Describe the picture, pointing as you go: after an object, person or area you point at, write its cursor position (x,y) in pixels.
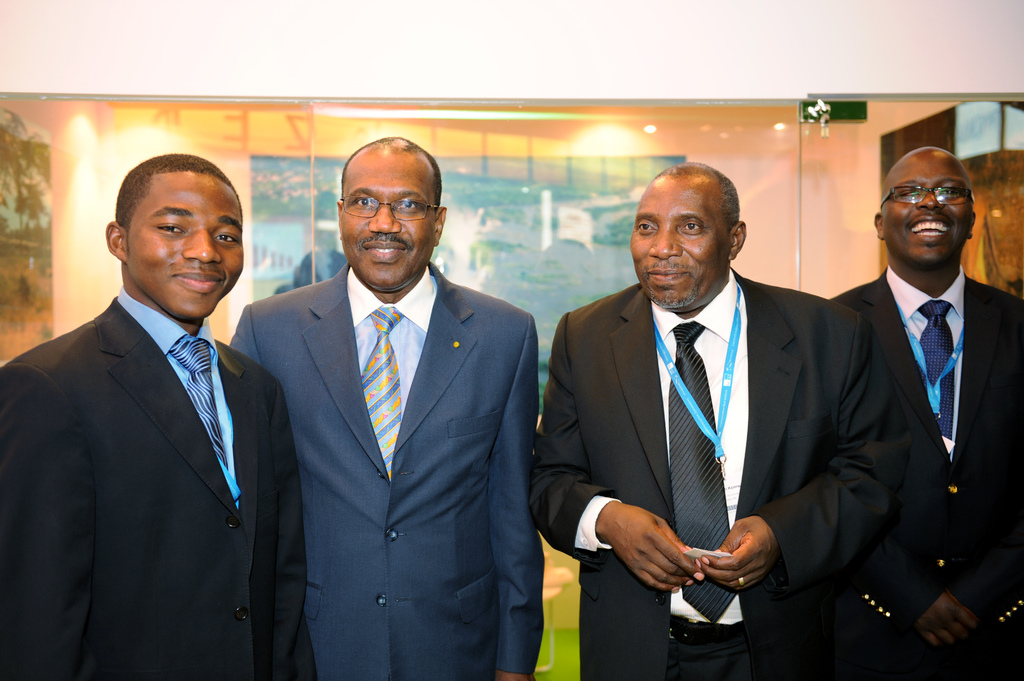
As we can see in the image in the front (825,647) there are few people (370,428) wearing jackets (87,462). In the background (339,163) there is a wall (836,242) and lights (79,129).
